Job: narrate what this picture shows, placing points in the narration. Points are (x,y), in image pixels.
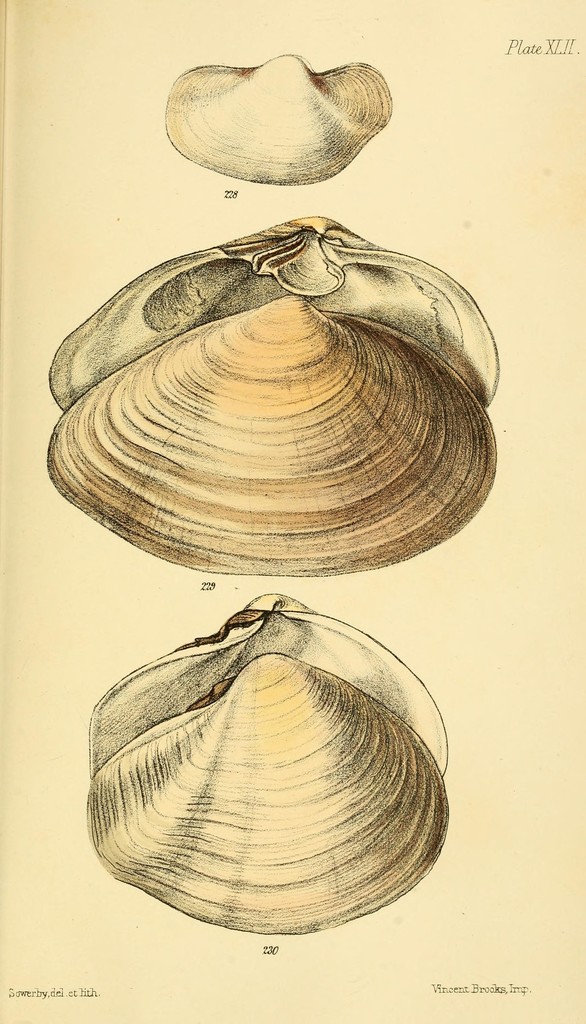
We can see pictures (266,360) on shell (279,656) on a paper (492,152) and at the top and bottom there are texts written on the paper (462,921).
